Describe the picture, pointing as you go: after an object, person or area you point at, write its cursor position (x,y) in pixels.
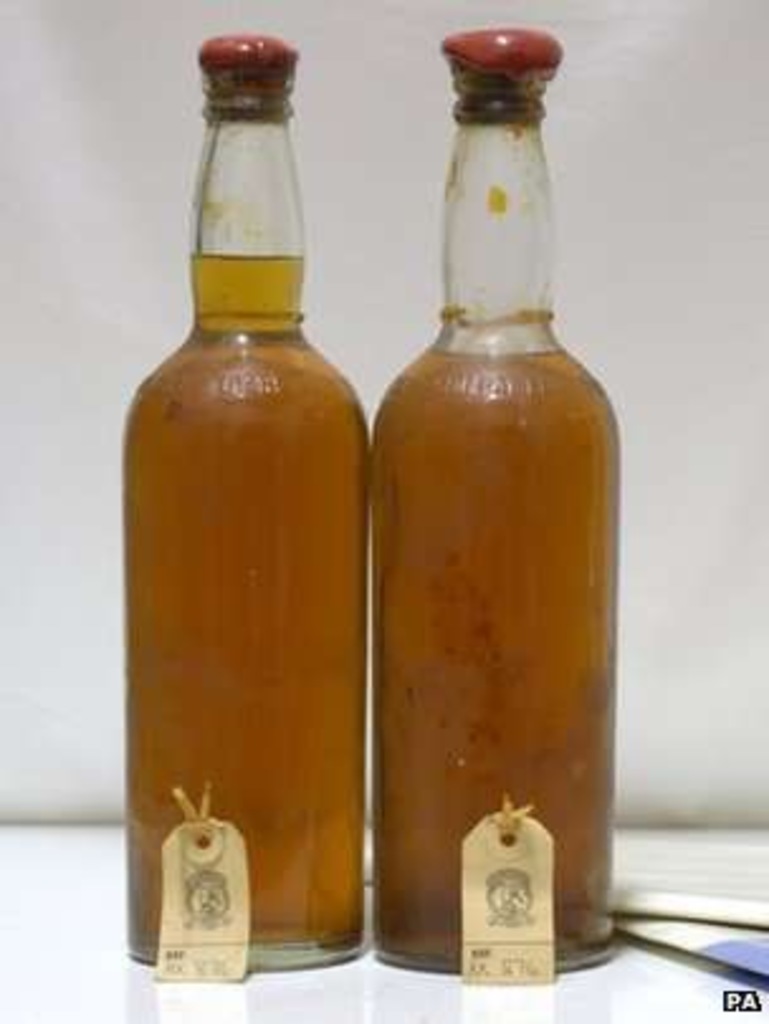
in the picture there are two bottles (400,593) with a liquid (318,503).
